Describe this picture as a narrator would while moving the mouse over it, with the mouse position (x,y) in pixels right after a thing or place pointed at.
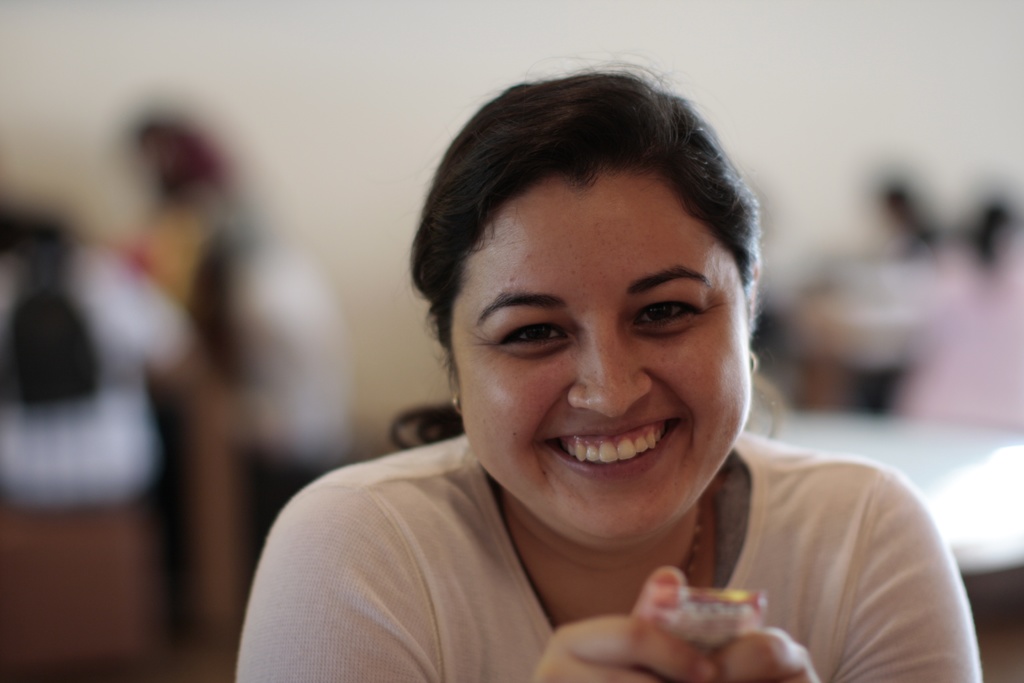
In the image there is a woman (525,430), she is laughing and the background of the woman (569,387) is blur.
